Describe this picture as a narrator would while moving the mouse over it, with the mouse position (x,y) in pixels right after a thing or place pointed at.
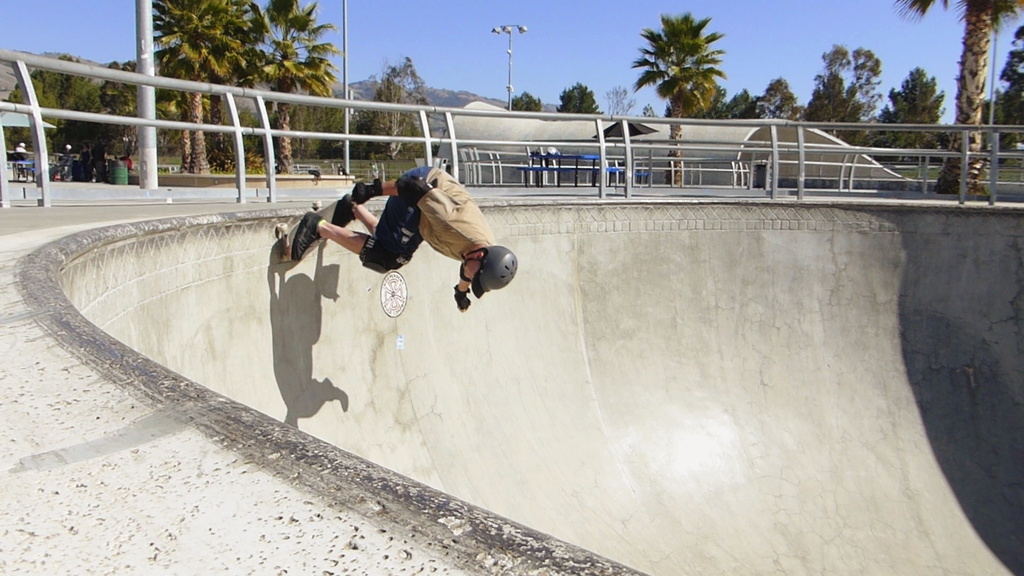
As we can see in the image there is a person (391,246) wearing helmet (482,274) and skating. In the background (212,39) there are trees (221,51), bench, streetlamp (510,68), group of people (73,152) and at the top (536,28) there is sky (709,4).
